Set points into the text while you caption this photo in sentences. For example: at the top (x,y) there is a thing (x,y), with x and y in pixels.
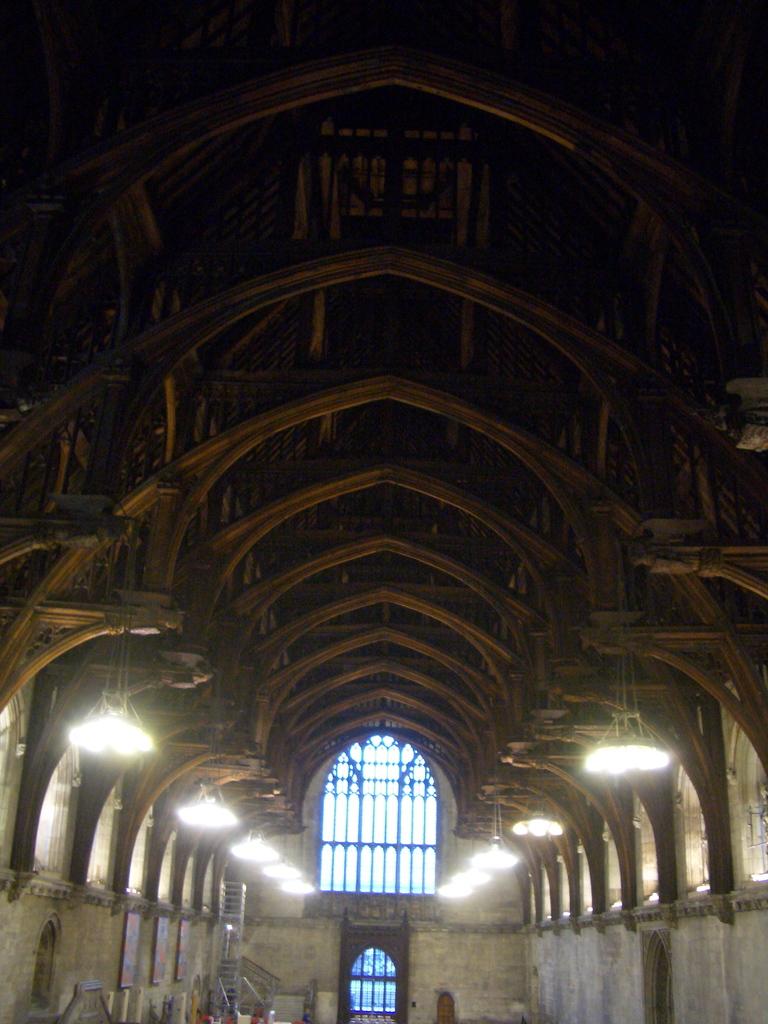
This picture is clicked inside the hall (341,883). In the foreground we can see the windows (49,926) and some other objects (234,973). At the top (406,286) we can see the roof (436,312), arch (423,557) and the lights (267,852) hanging on the roof (502,526) and a window (353,791) and we can see the wall (436,975).
